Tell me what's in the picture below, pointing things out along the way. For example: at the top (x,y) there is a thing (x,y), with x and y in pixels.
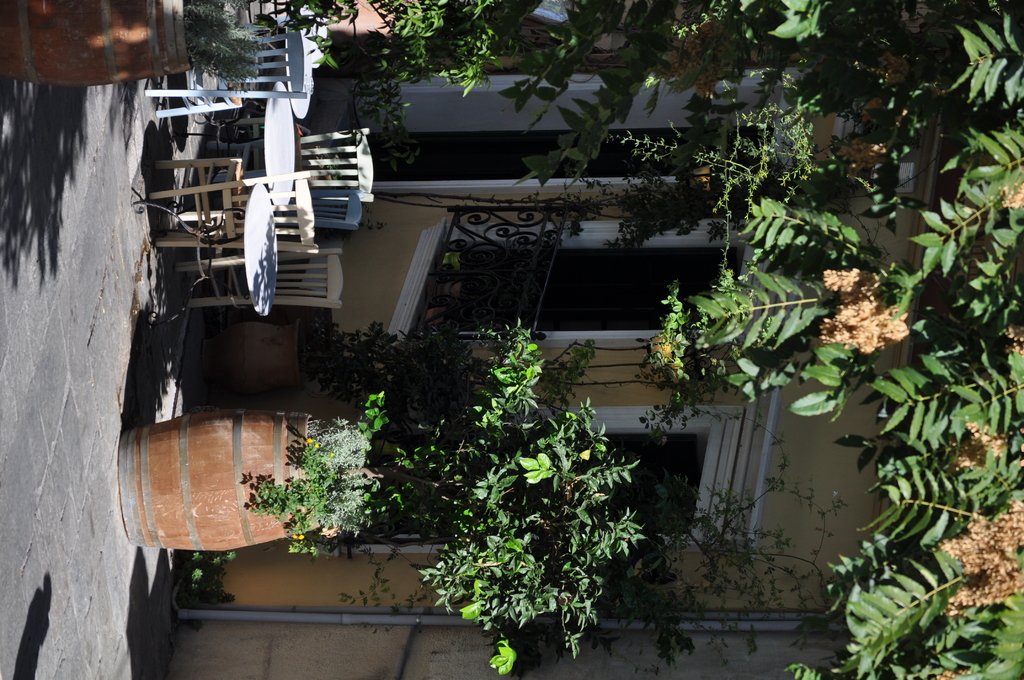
This is a tilted image, in this image, on the left side (182,173) there is a floor (117,138), table (268,145), chairs (233,181) and flower pots (226,348), in the background (428,274) there is a house (583,288) and trees (751,377).
